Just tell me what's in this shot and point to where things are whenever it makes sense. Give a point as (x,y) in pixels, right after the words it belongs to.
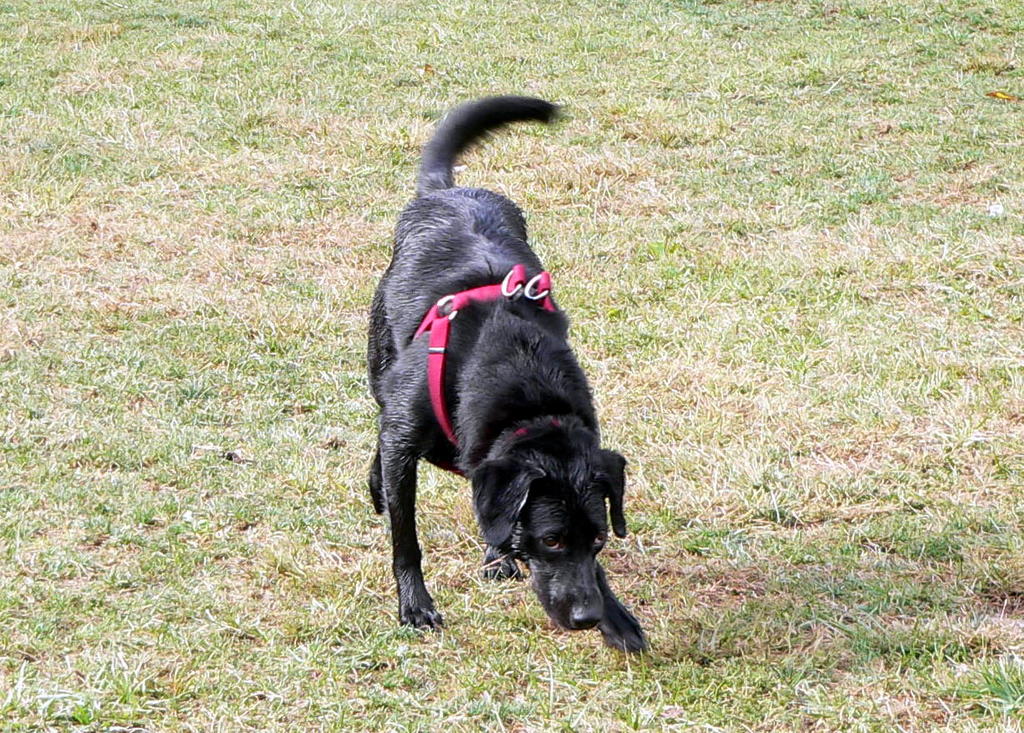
This image consists of a black dog (490,525). At the bottom (231,614), there is green grass (260,442). And there is a belt (539,289) in red color tied to the dog (450,392).
